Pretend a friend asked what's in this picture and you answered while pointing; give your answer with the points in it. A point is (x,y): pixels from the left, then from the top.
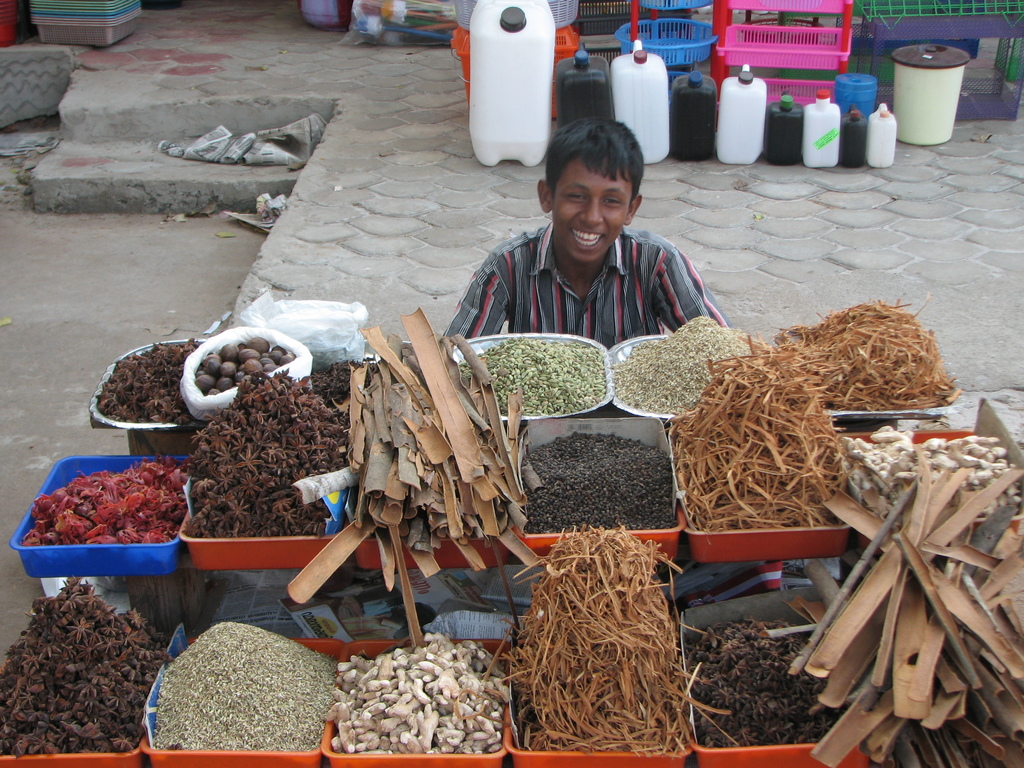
In this image we can see the person (525,300) sitting, in front of the person (575,328) we can see the cover (317,332), bowl (587,342) and some food items (659,619) in it. And at the back (783,60) we can see there are stands (762,53), bucket (859,78), papers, baskets (801,54) and few objects (511,141).
